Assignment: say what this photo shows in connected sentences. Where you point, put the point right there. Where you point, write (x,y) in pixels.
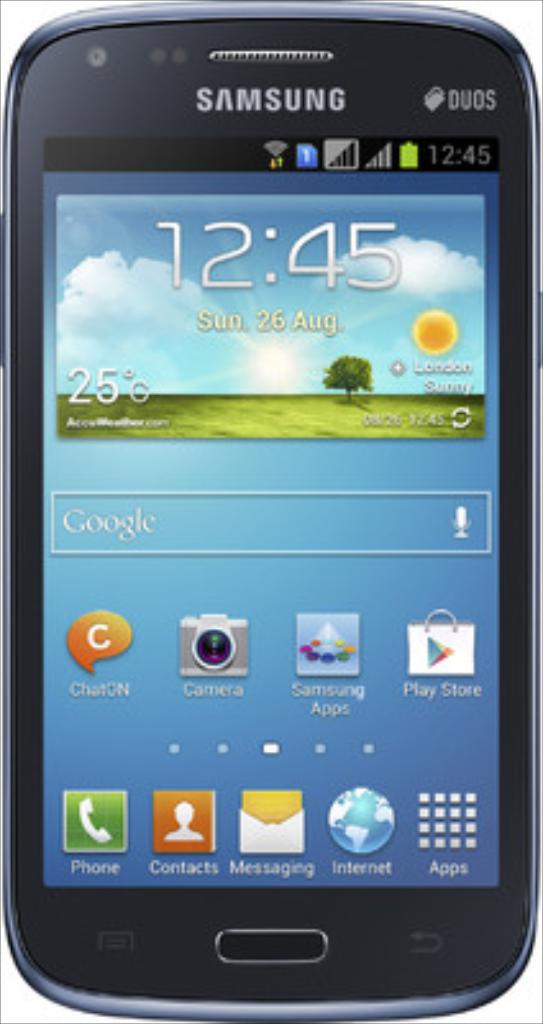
In the image there is a mobile (369,810). On the mobile screen (356,642) there are few icons (302,151) and also there is time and temperature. And there are some other things (338,150). On the top of the mobile (251,93) there is text (202,96) and also there are cameras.
